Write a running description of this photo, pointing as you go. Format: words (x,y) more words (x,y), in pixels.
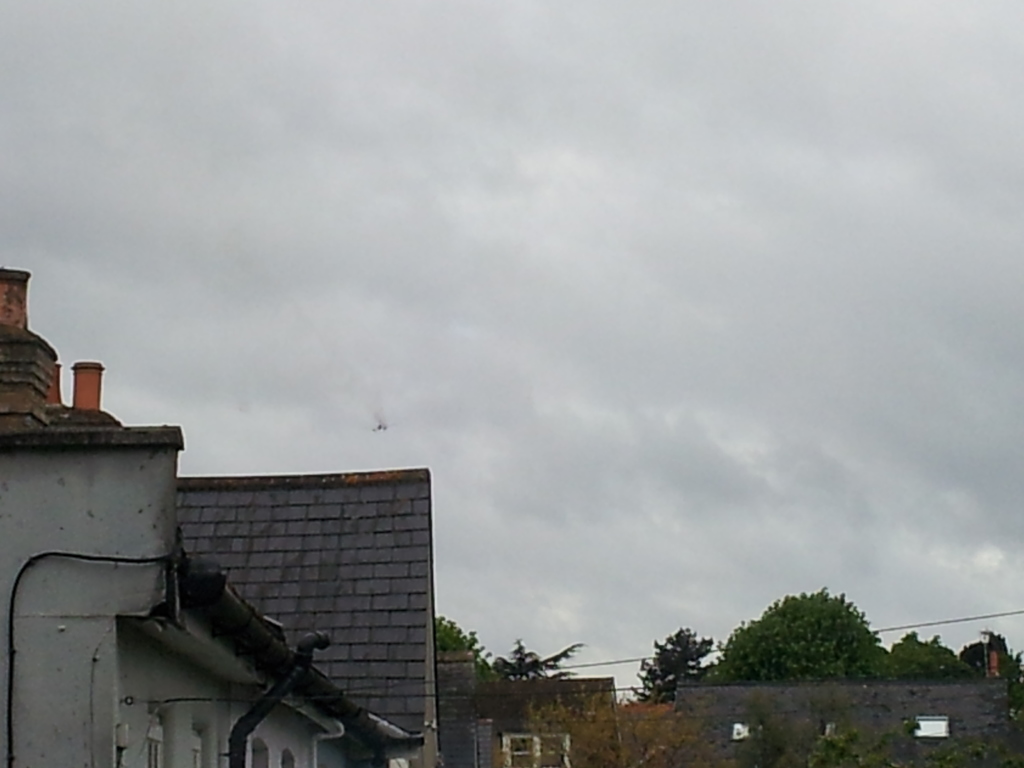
In this image there is the sky (632,284) towards the top of the image (646,173), there are buildings (706,703) towards the bottom of the image (553,717), there are wires (588,663), there are trees (685,654), there is wall (54,562) towards the left of the image (57,607).
